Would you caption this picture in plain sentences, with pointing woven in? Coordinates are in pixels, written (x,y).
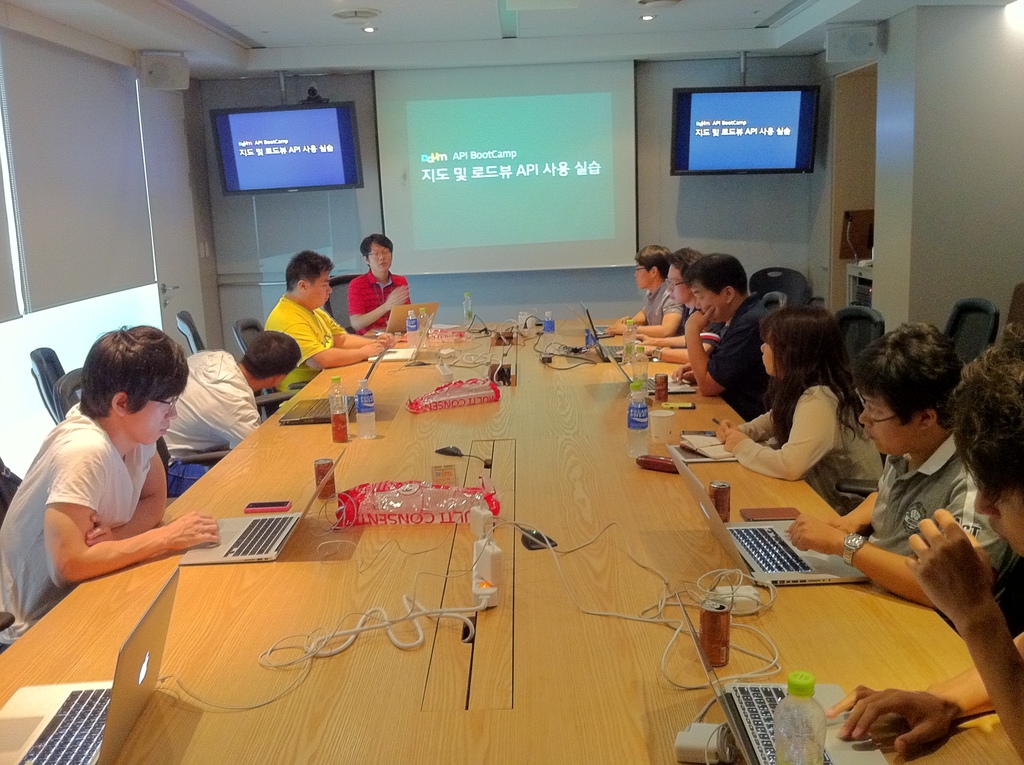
It is looking like a meeting hall (424,621). Here I can see few people (172,469) are sitting on the chairs (182,461) around the table (408,701) and most of them are looking into the laptops (260,520) which are placed on the table (590,710). Along with these I can see some bottles (370,399), wires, tins (703,631) and some more objects (338,524). In the background (511,174), I can see three screens (435,158) are attached to the wall (279,94). On the top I can see the lights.
